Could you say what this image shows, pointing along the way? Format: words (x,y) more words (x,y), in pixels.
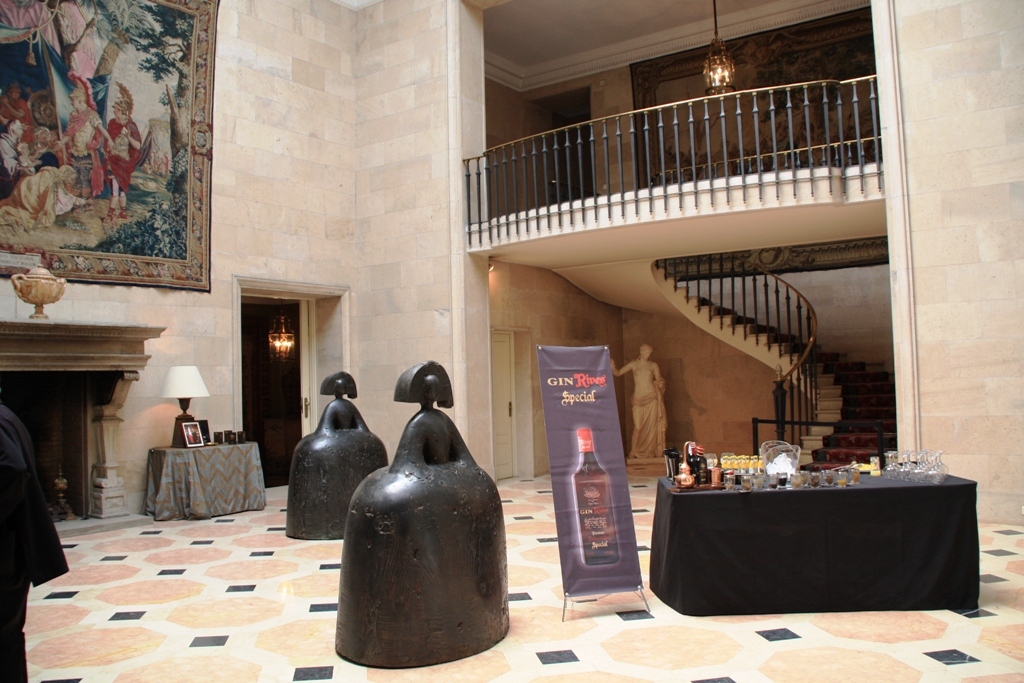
This is an inside view in this image in the center (644,293) there is a railing (754,171) and some stairs (863,451), and beside the stairs (808,443) there is one statue (648,391) and in the foreground (710,516) there is one table (766,494). On the table (867,494) there are some glasses (902,467) and bottles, beside the table (657,504) there is one board (614,472) and also there are two objects (358,466). On the left side (194,457) there is one table (202,467), on the table (209,463) there are some photo frames (189,428) and one lamp (175,385) and at the top of the left corner there is one tapestry (121,123) on the wall (70,313). And also on the left side (98,365) there is one fireplace (59,328), on the fireplace (76,332) there is one urn (38,294). At the bottom (83,664) there is a floor (153,562), and at the top (716,61) there is light (716,76).
